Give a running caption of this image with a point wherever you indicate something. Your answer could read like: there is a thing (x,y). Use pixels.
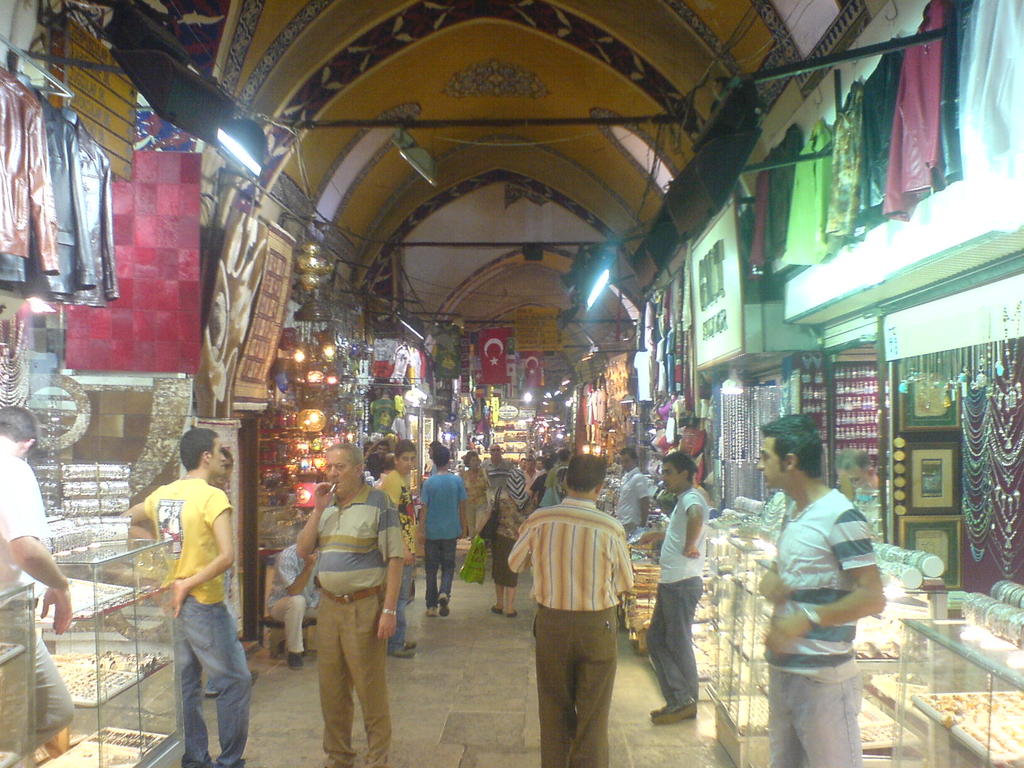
In this image, we can see people (360,651), stalls (580,432), glass objects (952,759), clothes (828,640), lights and few objects (961,387). In the background (575,395), we can see flags (498,340), rods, wires (462,315), stalls (514,434), lights (521,422) and few things (488,423). Here there is a walkway (456,626).
